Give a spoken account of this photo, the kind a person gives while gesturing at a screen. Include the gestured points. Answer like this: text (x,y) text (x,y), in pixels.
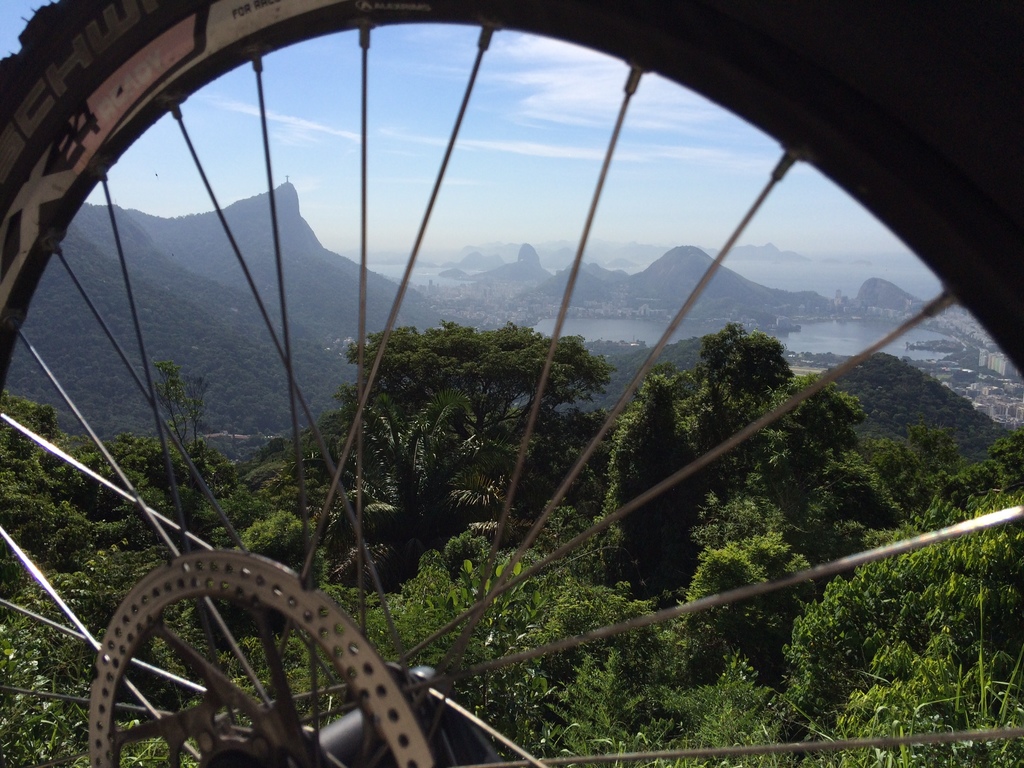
There is a wheel (153,392). Here we can see trees (623,390), water (839,340), and mountain (801,299). In the background (540,188) there is sky (556,173).
